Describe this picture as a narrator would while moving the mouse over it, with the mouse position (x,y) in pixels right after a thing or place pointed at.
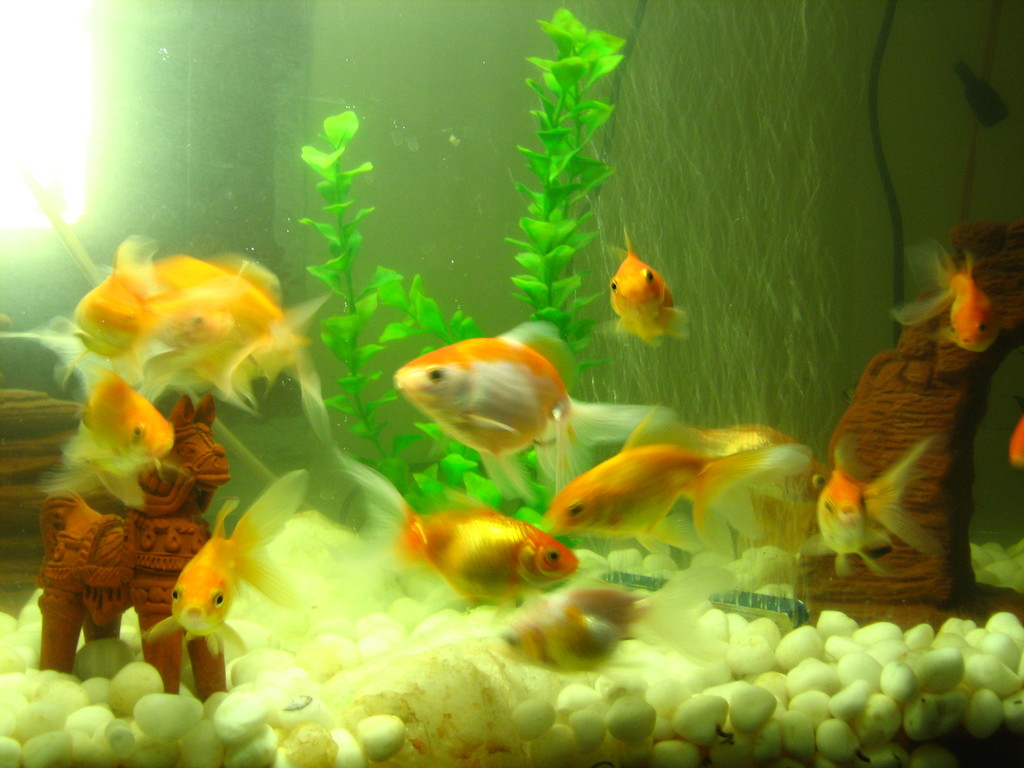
There are fishes (446,538), a plant (475,465), a toy (176,456), and white color stones (193,691) in an aquarium (969,116). In the top left corner (55,53), there is a light (72,166).
